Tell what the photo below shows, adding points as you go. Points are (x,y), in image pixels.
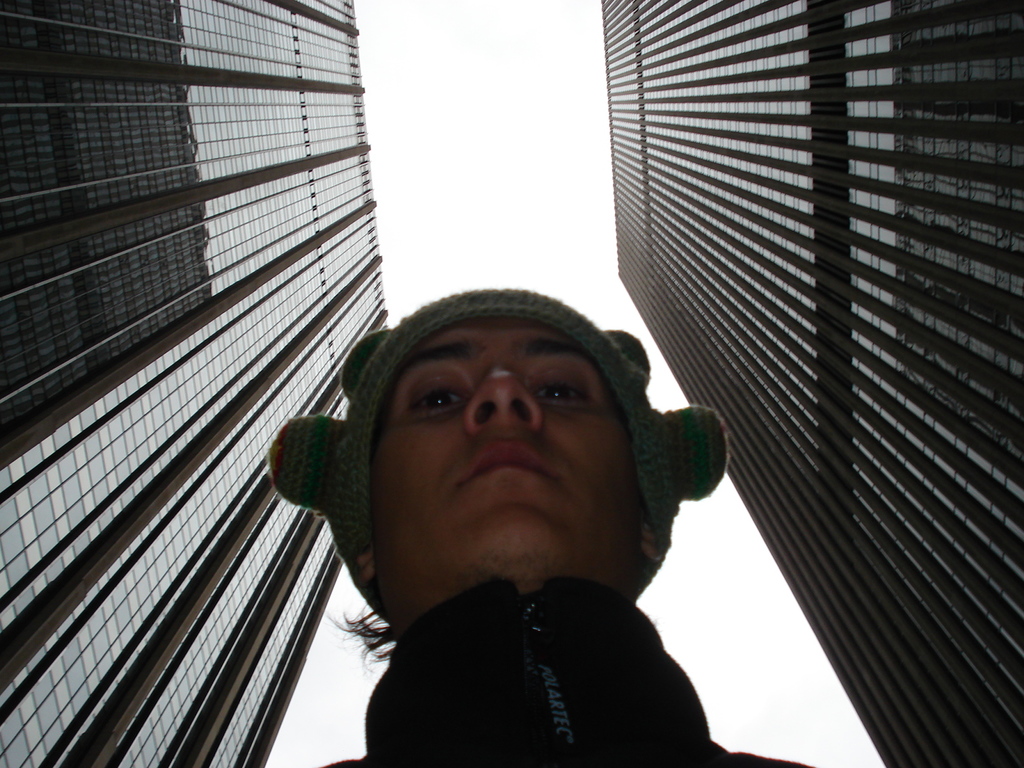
In the center of the image (581,438) there is a person (472,460). On both right and left side of the image (138,403) there are buildings (650,289). In the background of the image (522,153) there is sky (481,95).
